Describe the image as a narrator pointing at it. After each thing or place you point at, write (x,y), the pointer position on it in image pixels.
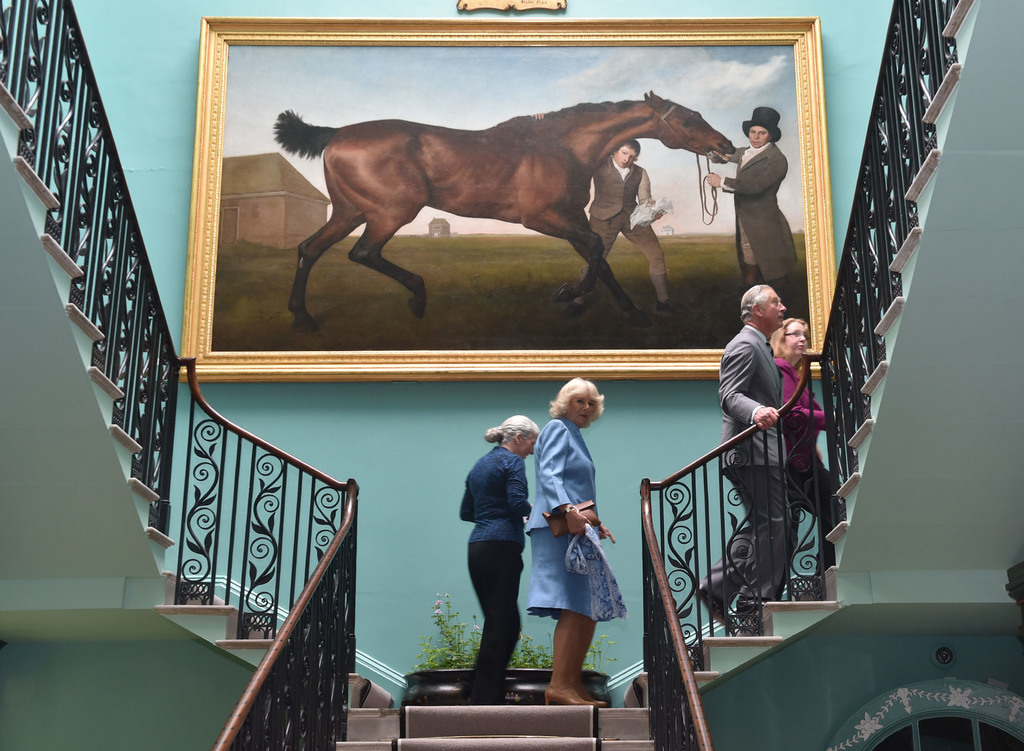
There is a staircase (511,723) going to the left (15,292) and right side (714,649). Four persons (546,481) are walking on the staircase (474,716). On the staircase (460,716) there is a big vessel (524,693) with some plants (462,653). On the wall (630,12) there is a painting (509,88). The painting (633,201) consists of two people (647,182) and a horse (519,192). And a person (768,164) is holding the horse (716,142) wearing a hat (756,122). And there are railings (187,445) for the staircase (898,260).
